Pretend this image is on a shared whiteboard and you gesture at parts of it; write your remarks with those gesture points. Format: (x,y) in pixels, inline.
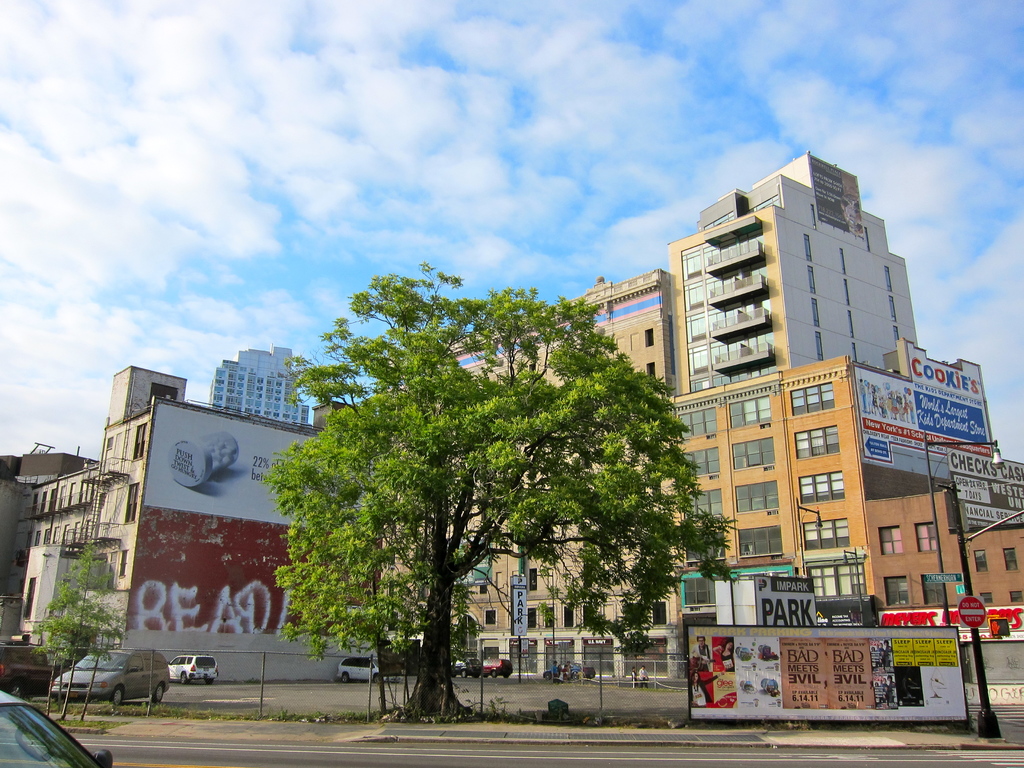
In this image there are many buildings (154,524). A street light (934,485) and a tree (511,511). There is slightly cloudy and blue sky (426,125). There are some car (157,669) which is parked in the parking zones (189,687).
